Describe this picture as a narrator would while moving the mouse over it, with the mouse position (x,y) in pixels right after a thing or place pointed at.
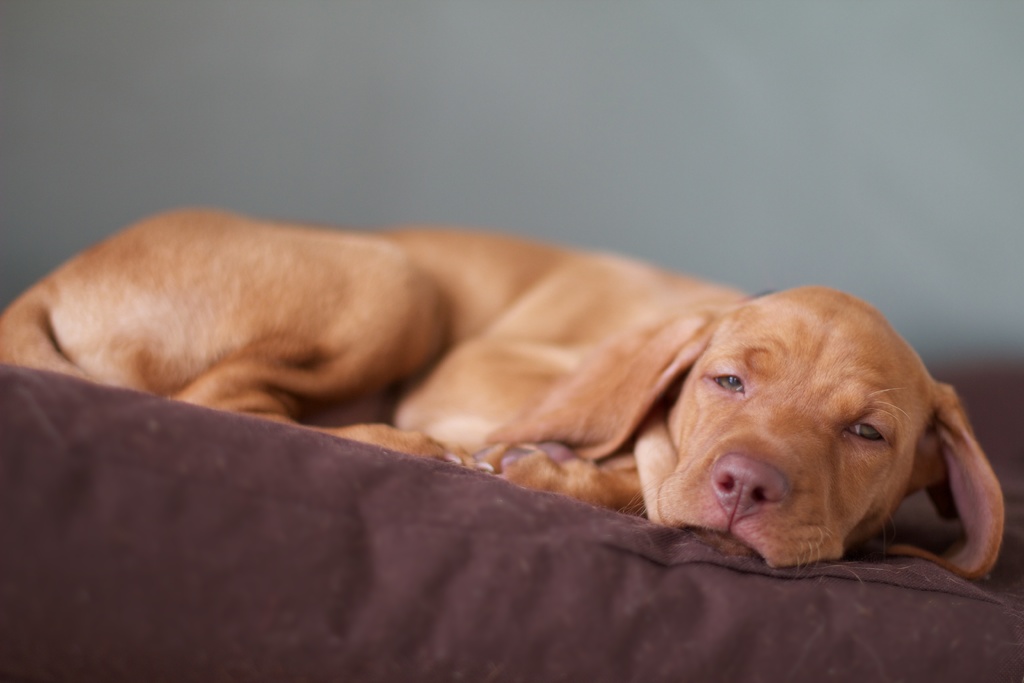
In this picture, I can see a dog (999,514) sleeping on a blanket (507,534).
